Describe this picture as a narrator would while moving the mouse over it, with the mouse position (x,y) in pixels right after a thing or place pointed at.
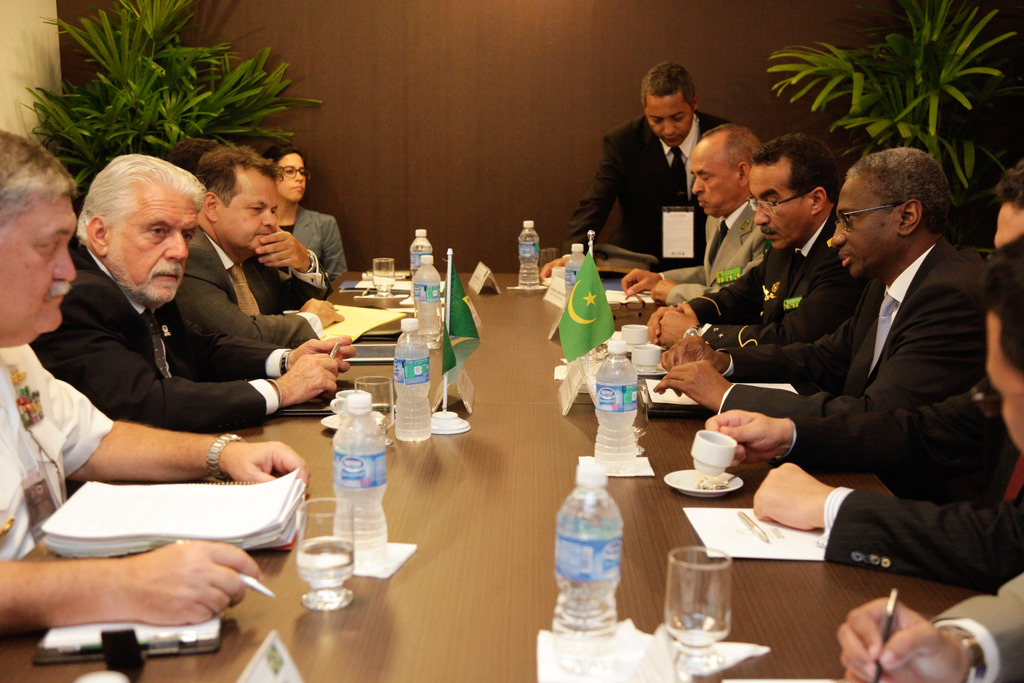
In the center of the image (513,286) there is a table (511,571). There are bottles (617,376), glasses (692,559), papers (745,542), pens (761,536) and flags (565,349) placed on the table (492,458). We can see people (915,479) sitting around the table (512,458). In the background (164,102) there are plants (908,100) and wall (524,97).
